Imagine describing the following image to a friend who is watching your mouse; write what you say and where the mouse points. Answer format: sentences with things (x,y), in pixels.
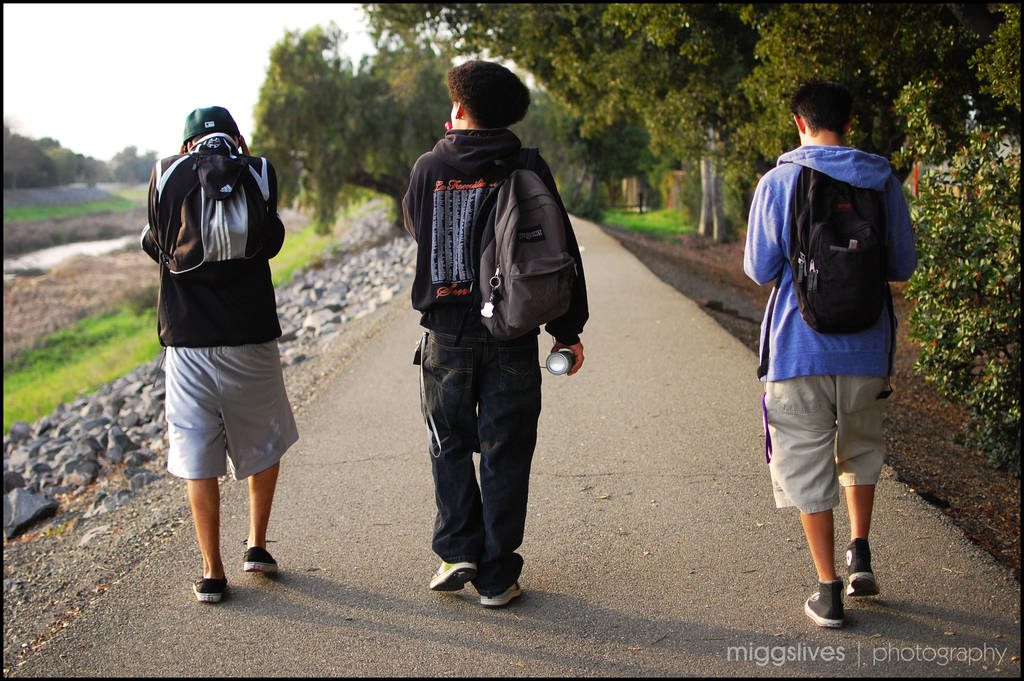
Here we can see a group of people (582,317) walking on the road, and wearing a bag (211,224), and at side here are the trees (724,82), and at above here is the sky (76,127).
